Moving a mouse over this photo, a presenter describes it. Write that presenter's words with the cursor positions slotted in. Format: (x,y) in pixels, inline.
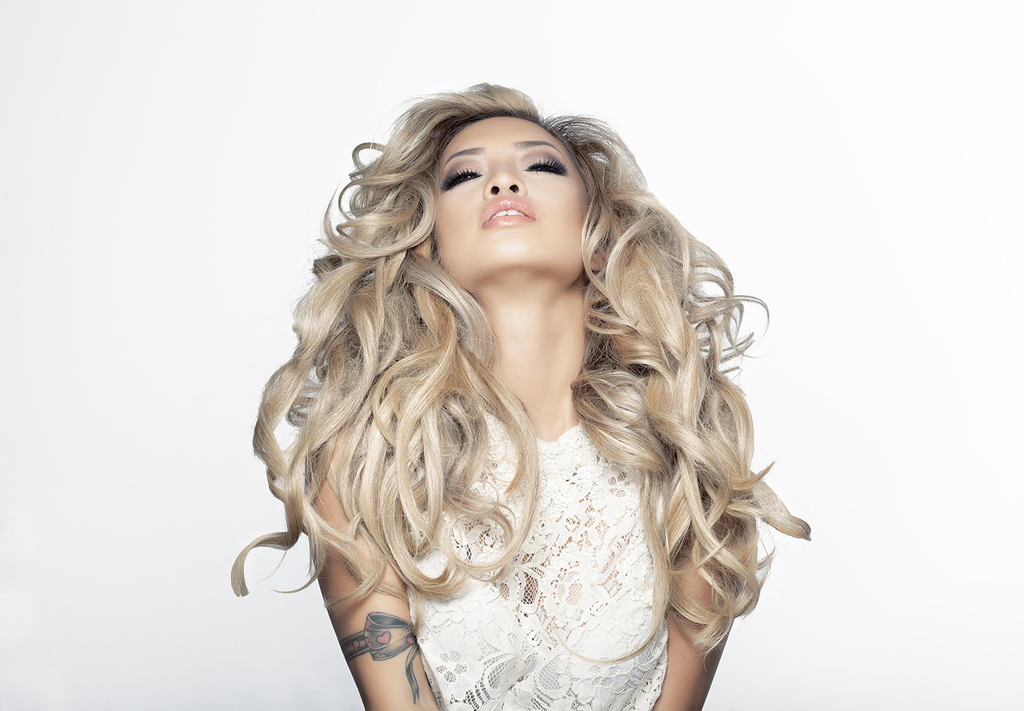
In the picture there is a woman (524,522) posing for the photo, she has a curly hair (461,469) and she is wearing white dress (599,527) and the background of the woman (664,286) is in white color.
